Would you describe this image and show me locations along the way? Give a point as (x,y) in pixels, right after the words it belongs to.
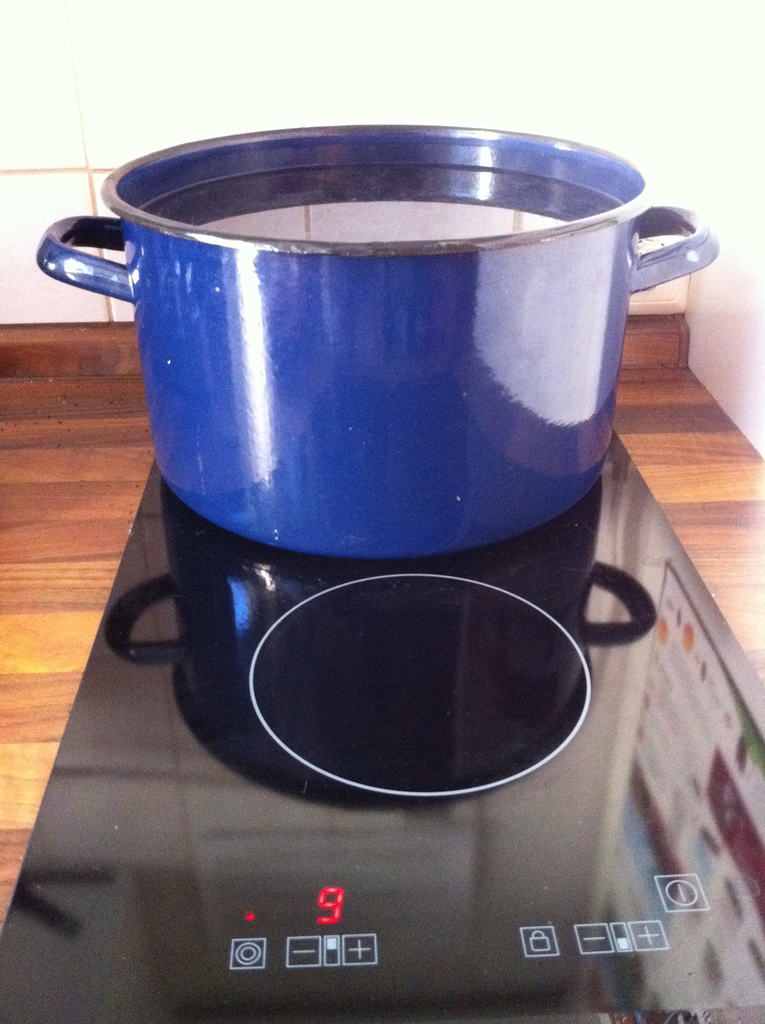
In this image, this looks like an induction stove (627,737). I can see a vessel (211,250) filled with the water (357,214). This vessel (353,388) is blue in color. I think this is a wooden board (725,438). Here is the wall (291,86).
